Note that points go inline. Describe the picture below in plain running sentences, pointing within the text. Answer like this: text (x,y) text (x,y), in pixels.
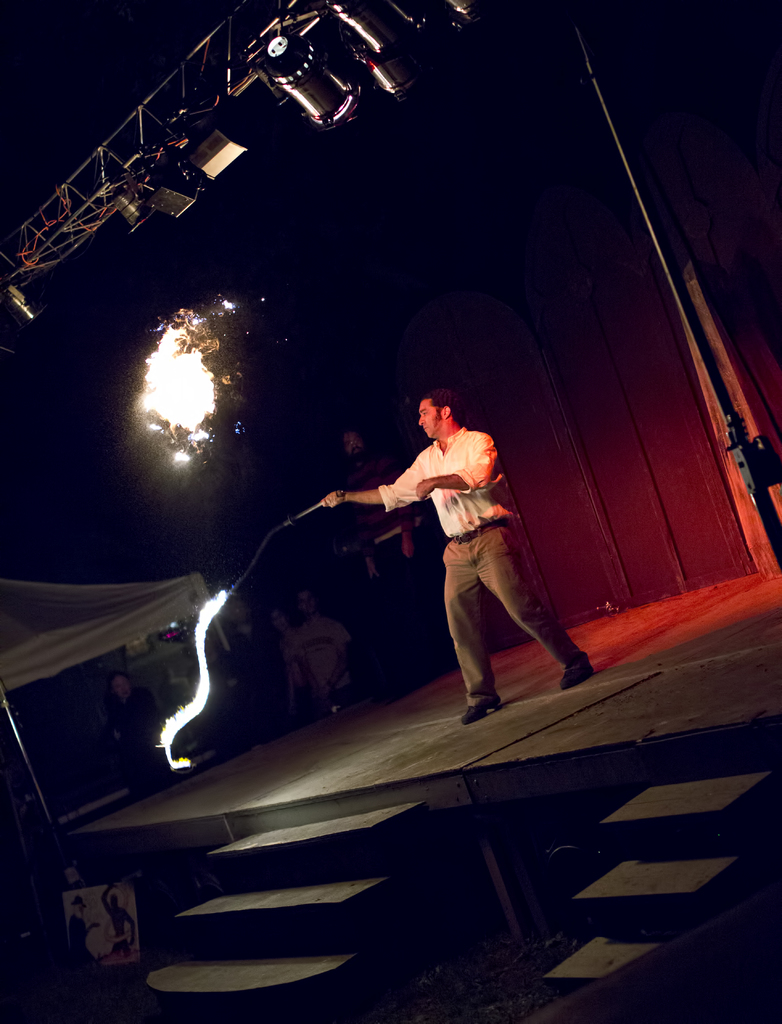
In this picture there is a man (459,524) wearing white shirt (484,505) is standing on the stage (501,665) and holding the fire stick (175,730) in the hand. Above we can see the fire (204,408) and iron frame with some spotlights (316,66). In the front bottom side there are some steps (257,971).
